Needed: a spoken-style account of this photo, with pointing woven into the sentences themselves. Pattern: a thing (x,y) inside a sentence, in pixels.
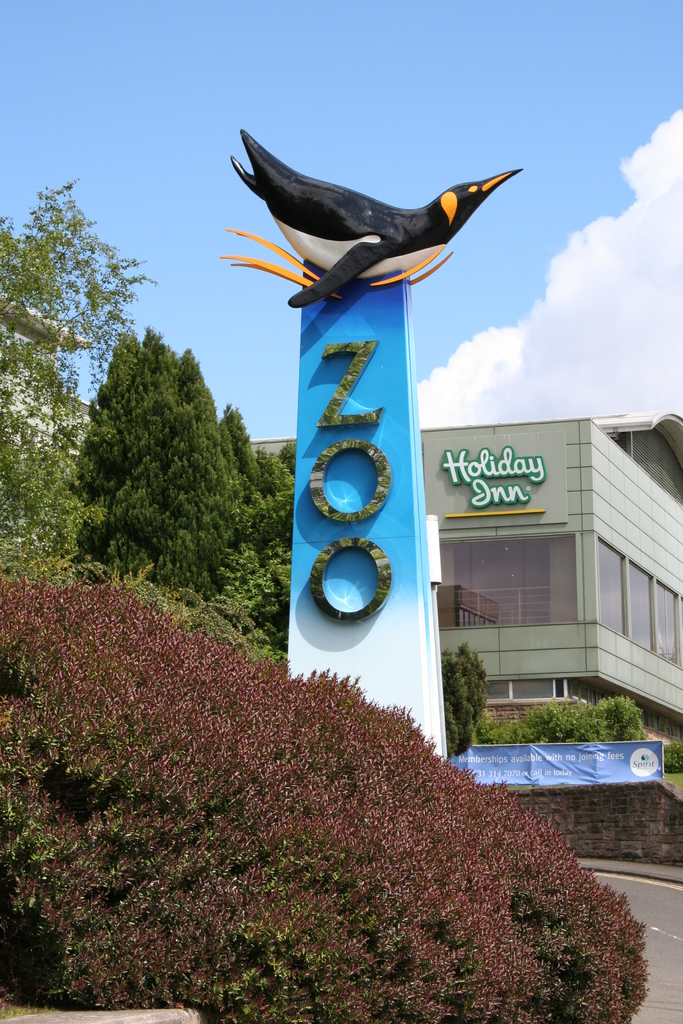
In this image we can see a zoo sign (382,378). In the background (527,451) there is a building (561,456). Image also consists of many trees (188,562) and shrubs (155,891). At the top (186,133) there is sky (535,121) with clouds (609,322).
